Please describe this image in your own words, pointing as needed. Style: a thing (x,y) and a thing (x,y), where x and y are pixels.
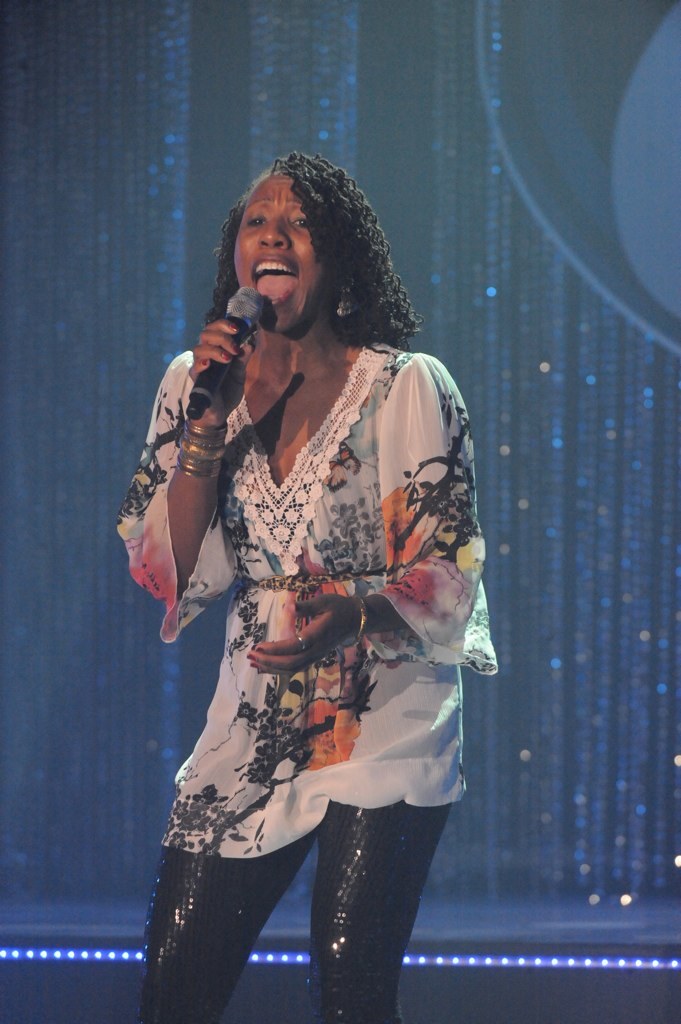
There is a woman (302,558) with white dress (384,737) and black trouser (384,878). She is singing a song holding a mike (233,361). At background (554,385) I can see a blue colored lighting (571,441).
